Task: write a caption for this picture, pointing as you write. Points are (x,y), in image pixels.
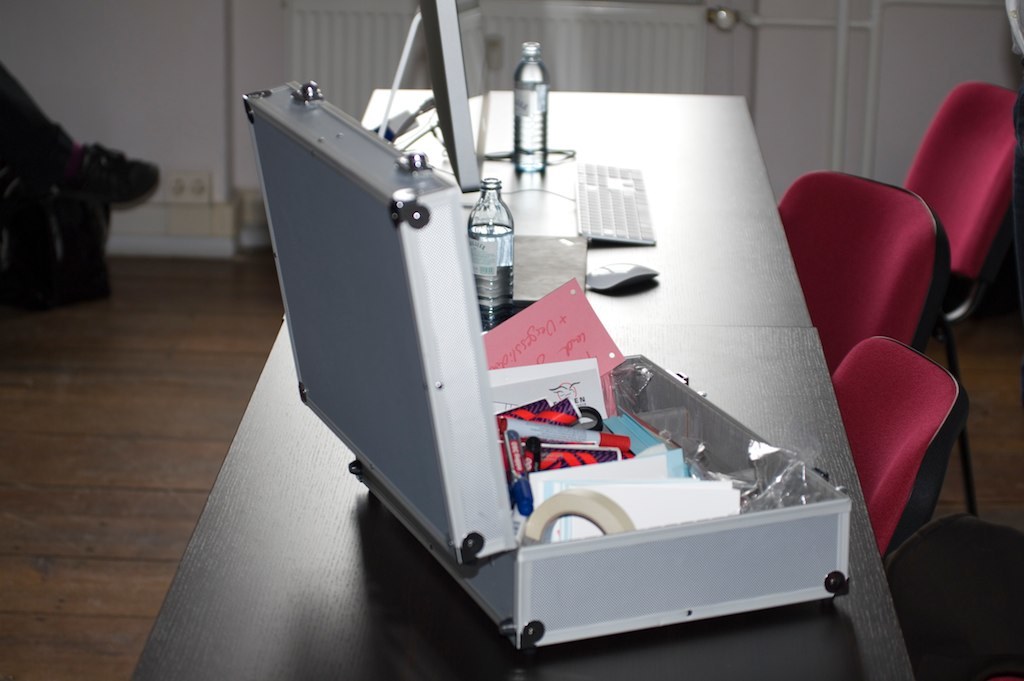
In this image, we can see a table (636,254) with some objects (466,364) like bottles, a keyboard (623,211) and a mouse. There are a few chairs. We can see a person's leg (121,152) on the left (114,186). We can see the ground (103,376) with an object (64,267). We can see the wall (854,58) and some white colored poles (873,6).
